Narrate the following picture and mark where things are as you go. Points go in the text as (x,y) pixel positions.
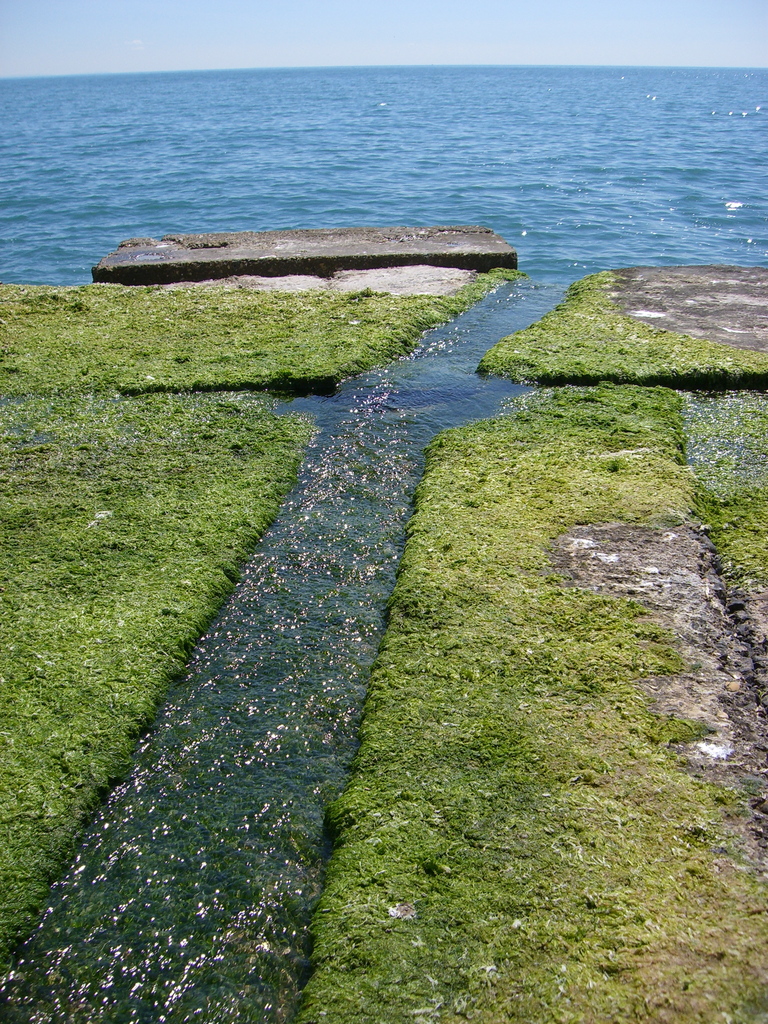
In the image there is a sea (446,215) and in front of the sea (134,195) there is some land (286,369) covered with grass (185,598), the grass (510,444) is partitioned by a small way (221,677) and the water (359,558) is flowing through the way (371,577) into the sea (461,205).
